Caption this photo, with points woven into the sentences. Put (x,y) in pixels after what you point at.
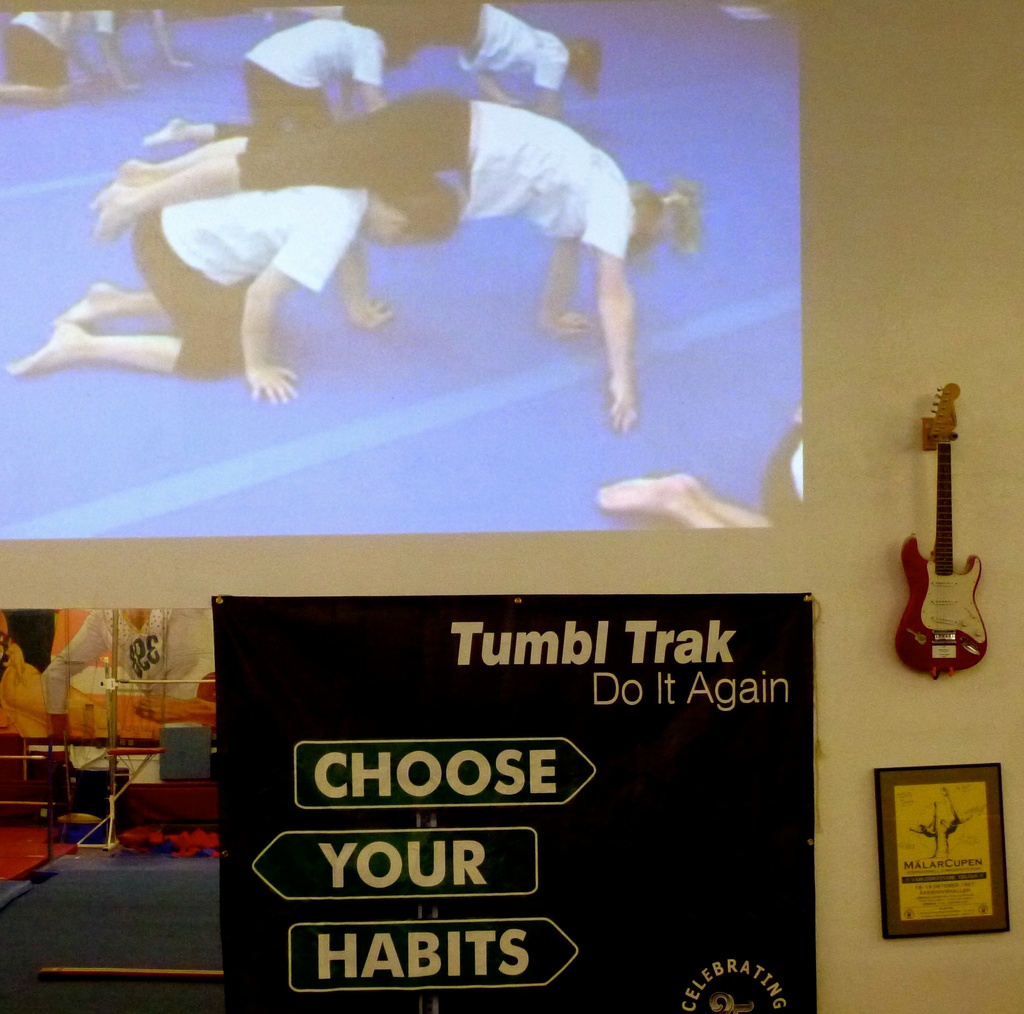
In this image there are boards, frame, guitar (949,644), people (166,623), screen (759,414) and objects (116,817). Boards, frame (950,800), guitar (952,658), and screen (487,429) is on the wall (854,351).
